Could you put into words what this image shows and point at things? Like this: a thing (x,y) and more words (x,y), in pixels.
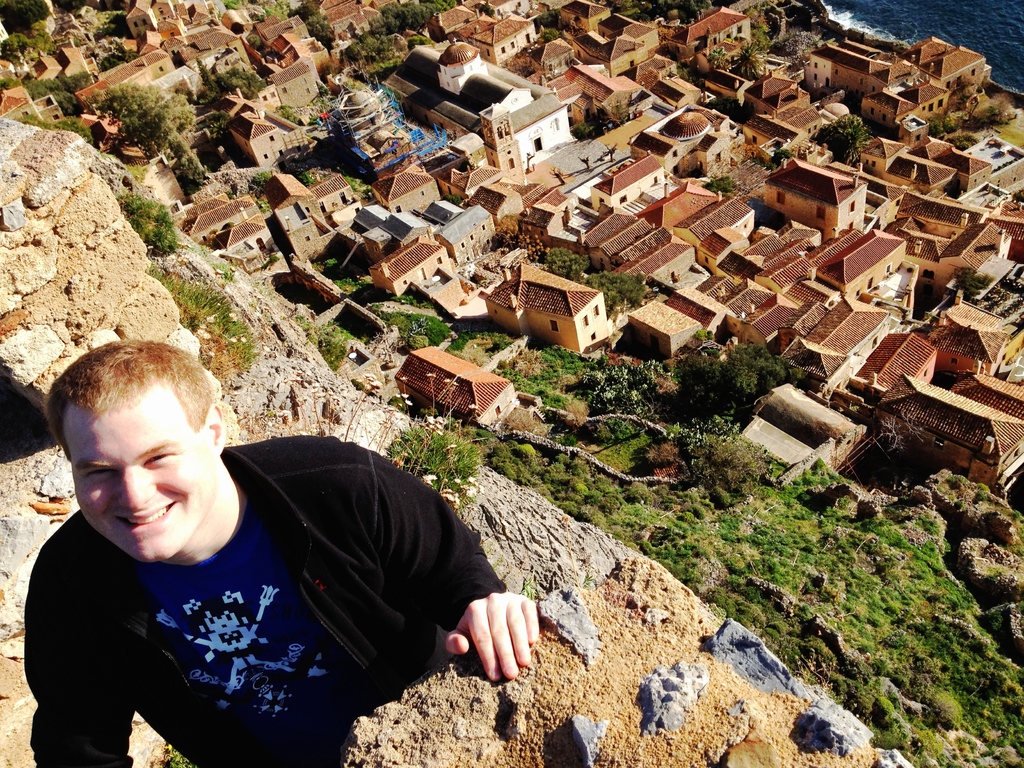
On the left side of the image (283,468) there is a man (293,512) with black jacket (321,569) and blue t-shirt (260,579) is standing and he is smiling. And also there are many houses (497,416) with roofs (835,324) and walls (594,212). And also there are many trees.
